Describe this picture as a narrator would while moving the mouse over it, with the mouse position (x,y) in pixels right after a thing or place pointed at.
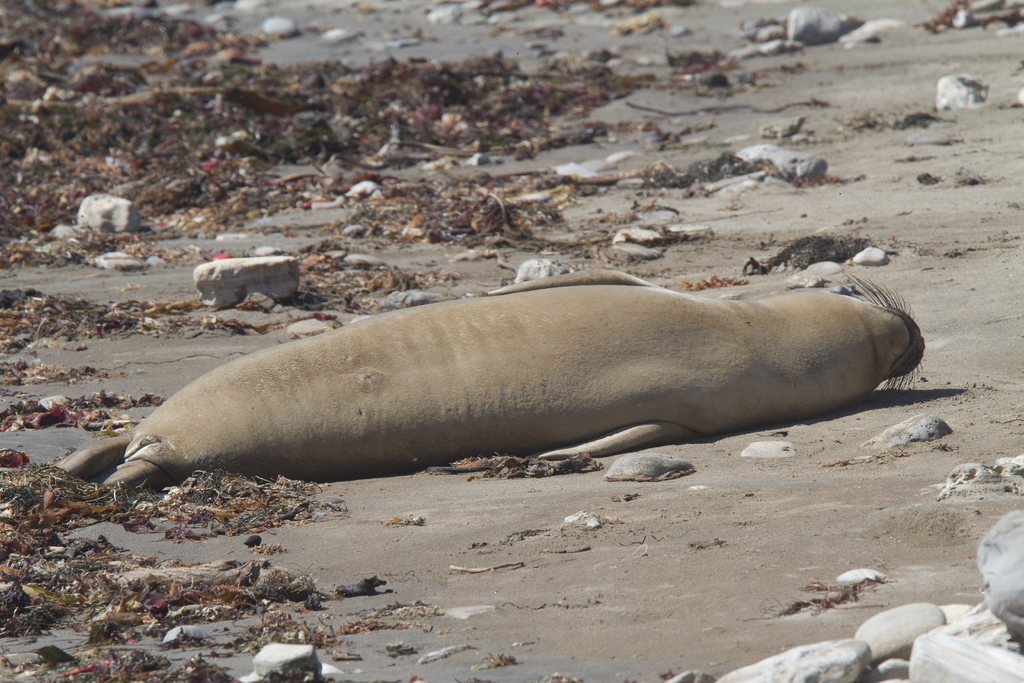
In this image there is a seal (457,389) sleeping in the sand (712,542). There are stones (656,461) around it. On the left side (121,98) top there is some waste (304,105).
